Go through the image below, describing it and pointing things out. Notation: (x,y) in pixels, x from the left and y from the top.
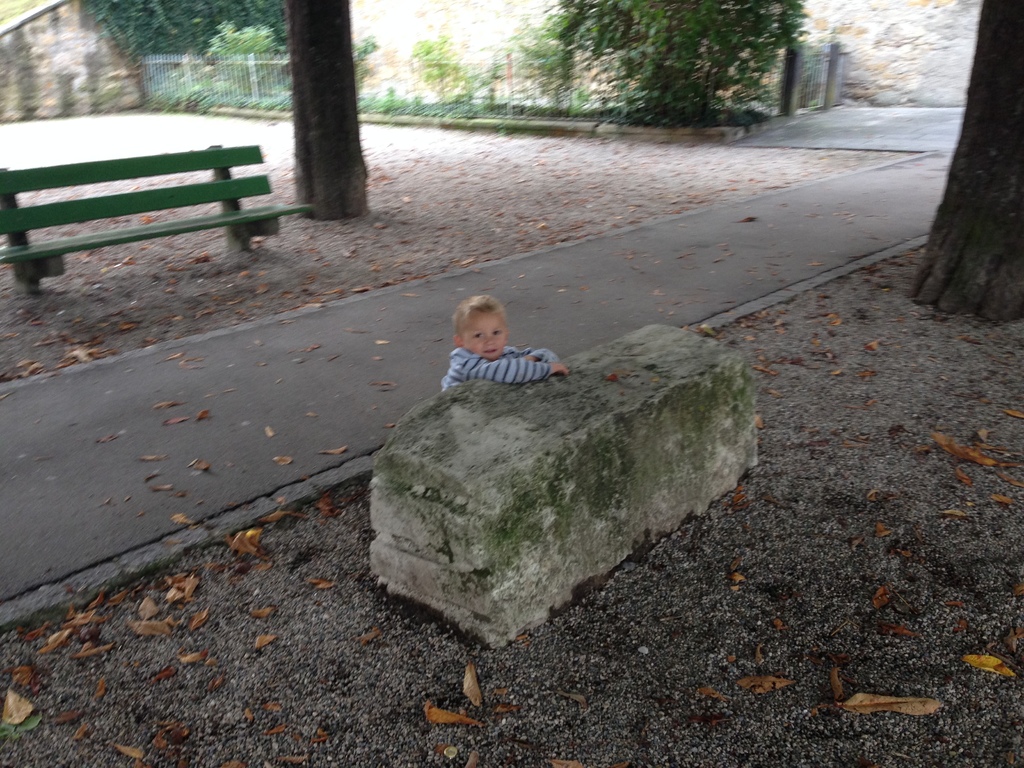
there is a stone (556,441). behind that there is a person (480,338) standing. behind the person (489,336) there is a walk way (287,378). behind the walk way (323,352) there is a bench (159,194) and trees (324,103). behind trees (330,88) there is fencing (533,84) and other trees (206,41).
